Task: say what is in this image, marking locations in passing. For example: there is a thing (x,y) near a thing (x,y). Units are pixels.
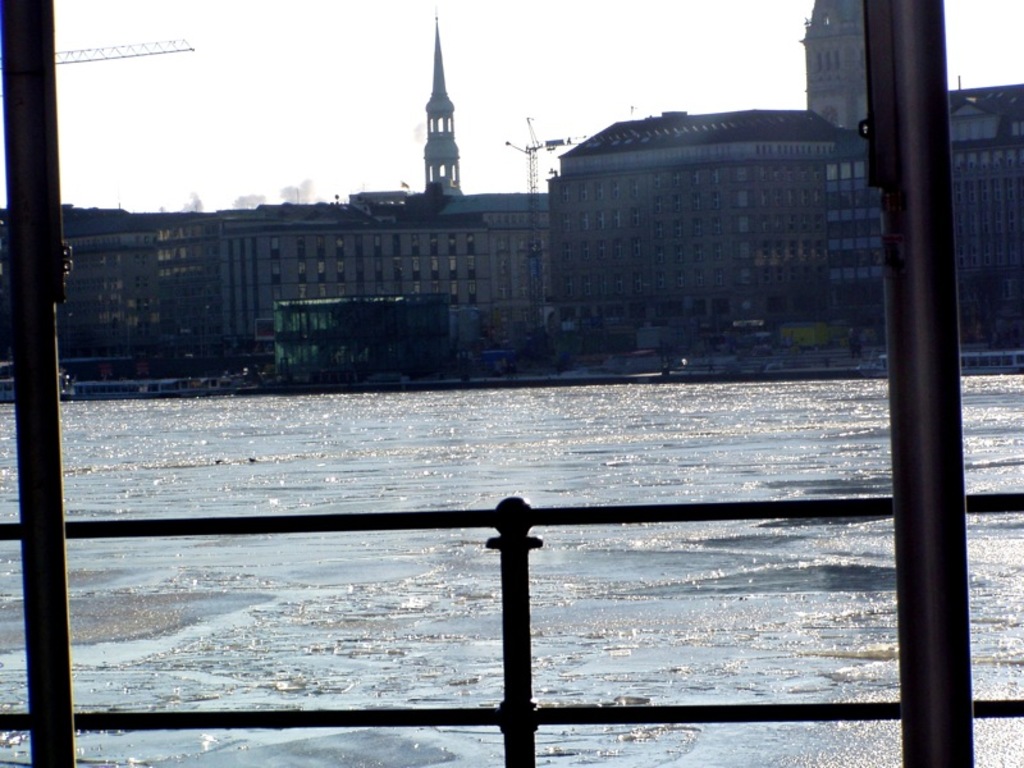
In this image we can see railing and poles (942,471). Behind the railing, lake (741,410) and buildings (662,281) are present. At the top of the image (554,62), there is the sky (323,69).
